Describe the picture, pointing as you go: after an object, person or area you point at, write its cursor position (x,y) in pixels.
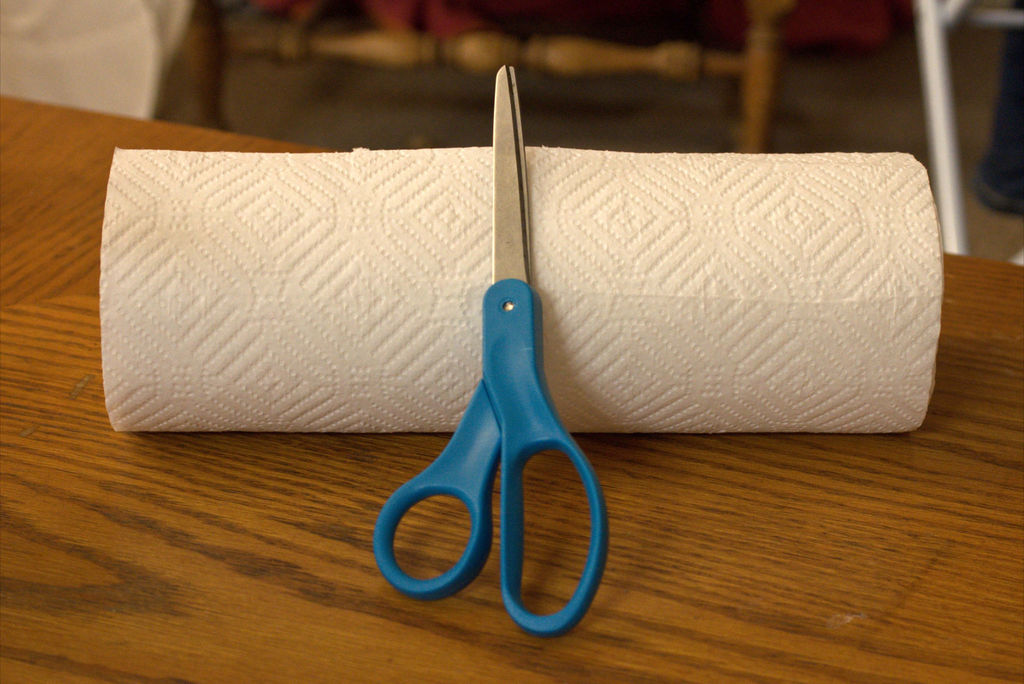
In this picture, scissor (506,89) and paper (914,179) are placed on the table (1017,531).
